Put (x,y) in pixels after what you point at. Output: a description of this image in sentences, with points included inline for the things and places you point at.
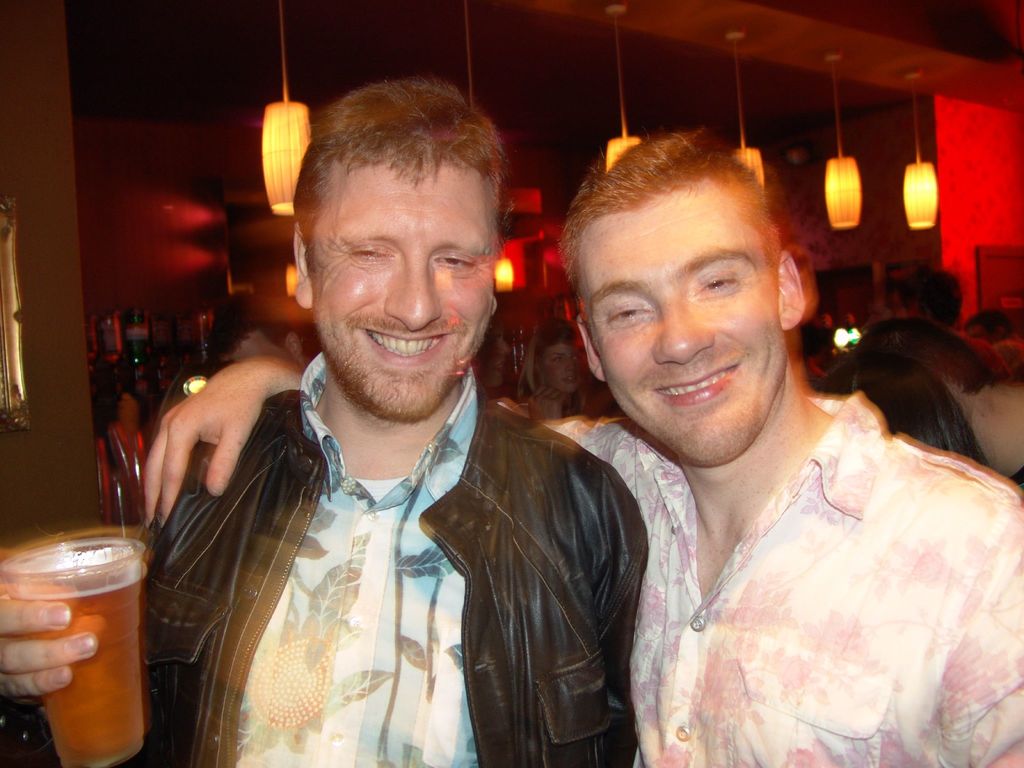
In the image two persons (458,230) are standing and smiling and he is holding a glass (52,560). behind them there are few people (860,352) are standing. Top of the image (389,12) there is a roof (389,29) and lights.
